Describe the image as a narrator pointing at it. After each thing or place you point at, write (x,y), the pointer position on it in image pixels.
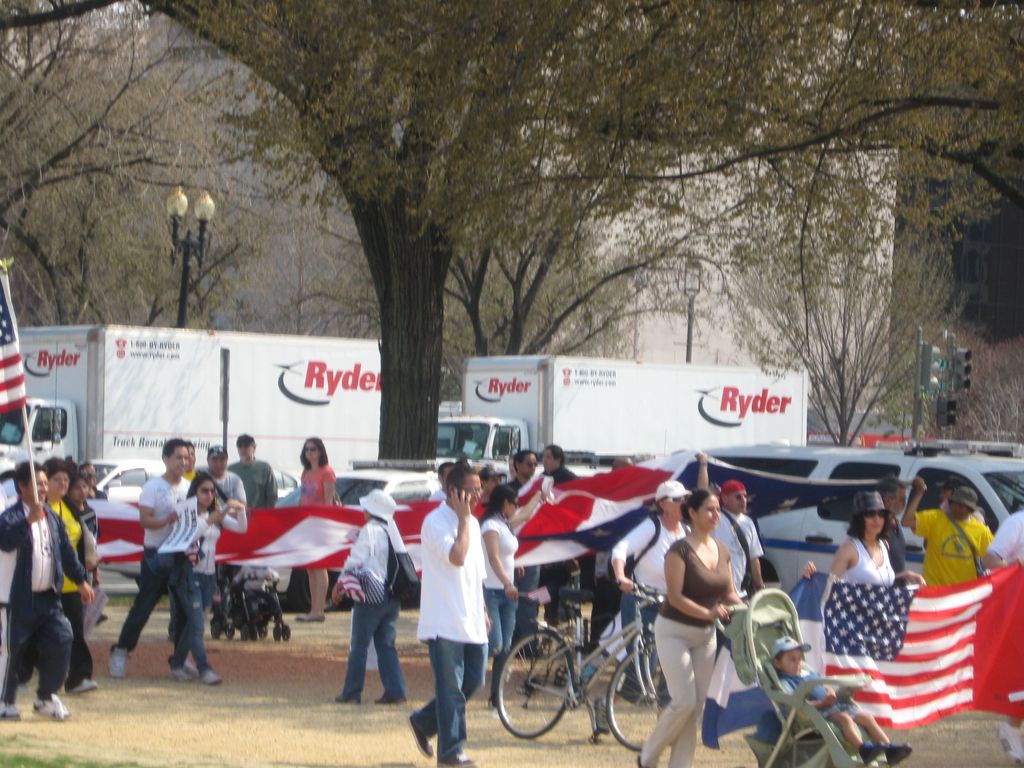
In this image we can see a few people (457,536) on the ground (638,715), among them, some are holding the objects (750,616), there are some vehicles (247,408), trees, poles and lights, in the background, we can see a building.
